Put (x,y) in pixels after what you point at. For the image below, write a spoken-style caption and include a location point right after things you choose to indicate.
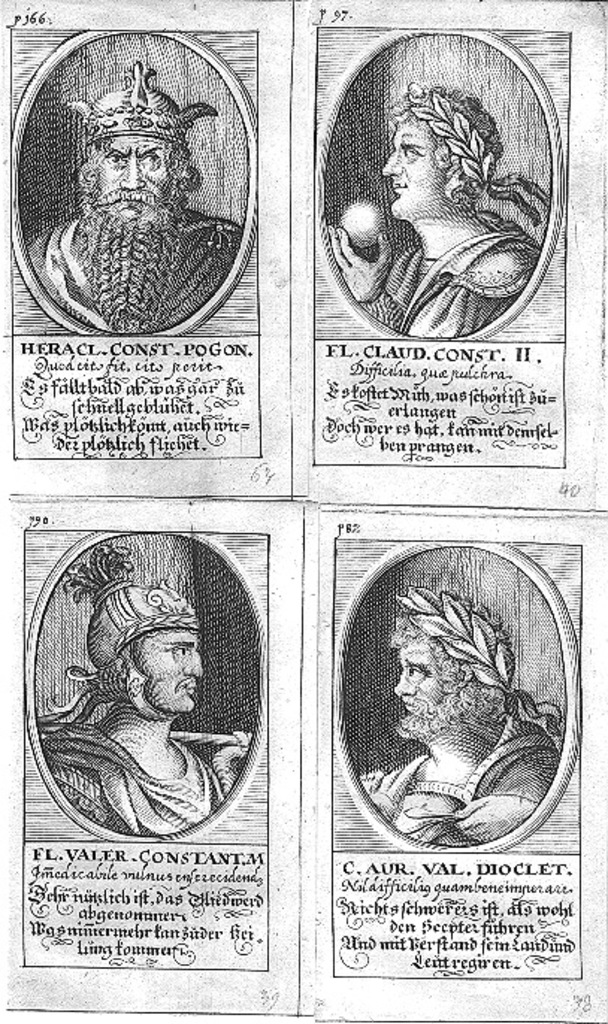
In this image, I can see four photos (76,309) and letters (360,924) written on a paper (554,170).
